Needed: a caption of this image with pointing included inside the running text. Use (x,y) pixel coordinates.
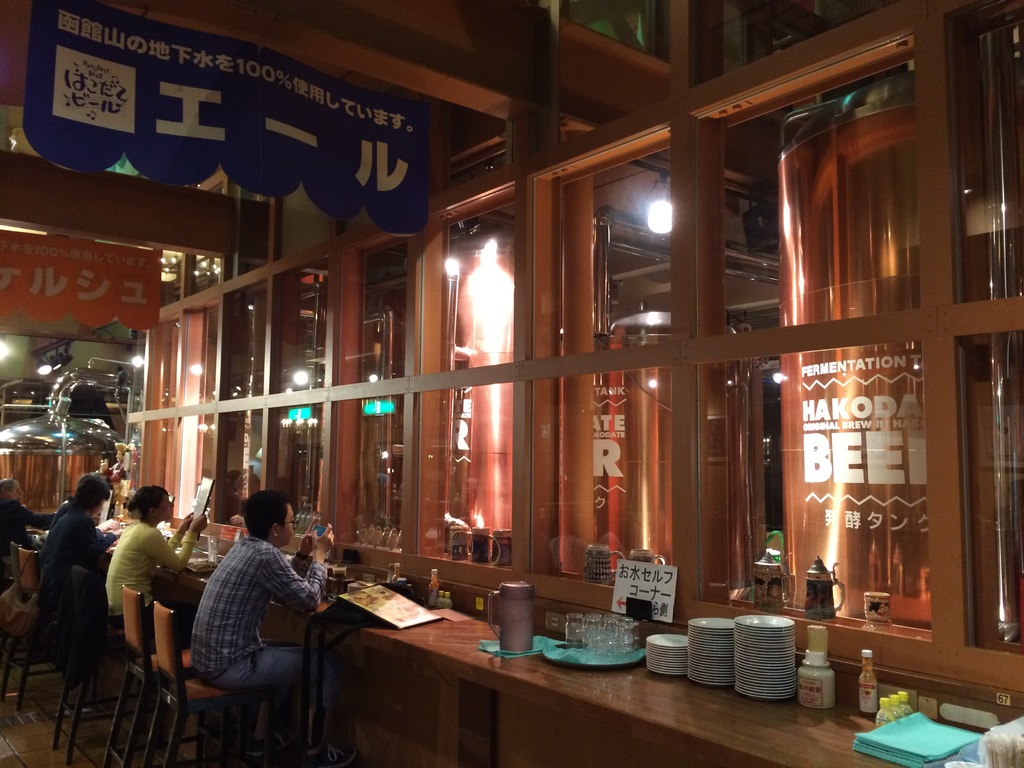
There are few people (13,532) sitting on the chair (160,633) at the table (181,592). On the table (575,741) we can see plates (656,651), bottles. jugs (511,640), glasses (594,648) and where there is a glass door (409,414) and a cloth (913,763) on the table (878,761).
